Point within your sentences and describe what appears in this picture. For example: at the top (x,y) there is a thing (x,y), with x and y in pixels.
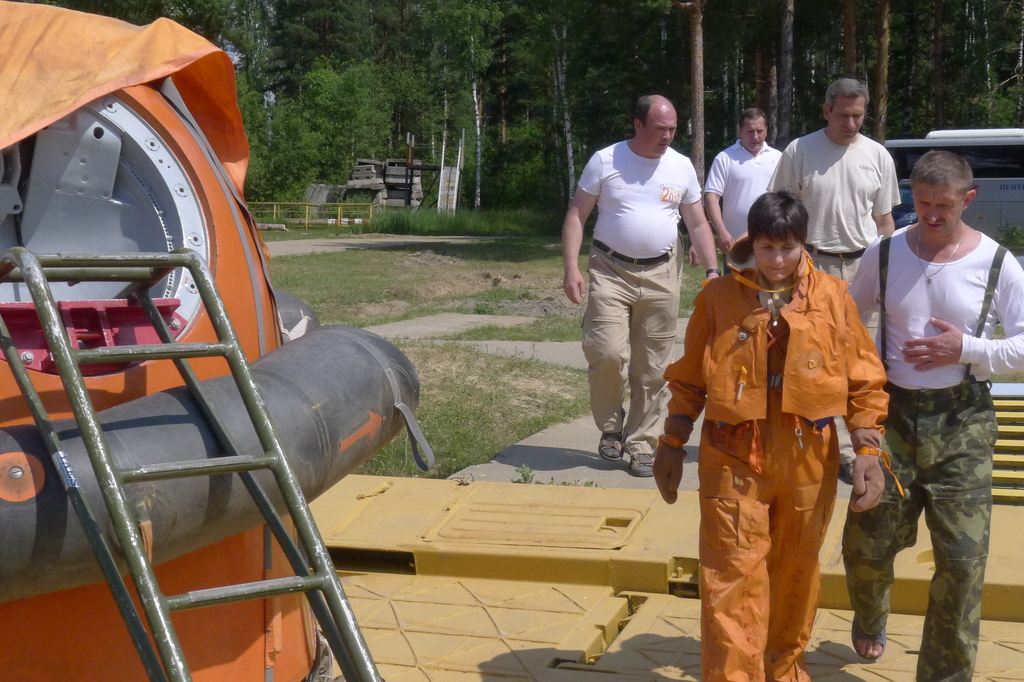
In this image we can see some persons (723,394), stairs (1009,495), vehicle (968,140) and other objects (546,594). In the background of the image (542,95) there are trees (430,29), railing (361,208), sky (241,54) and other objects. On the left side of the image (129,291) there is a vehicle (141,320), ladder (91,263), pipe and other objects (485,591).
